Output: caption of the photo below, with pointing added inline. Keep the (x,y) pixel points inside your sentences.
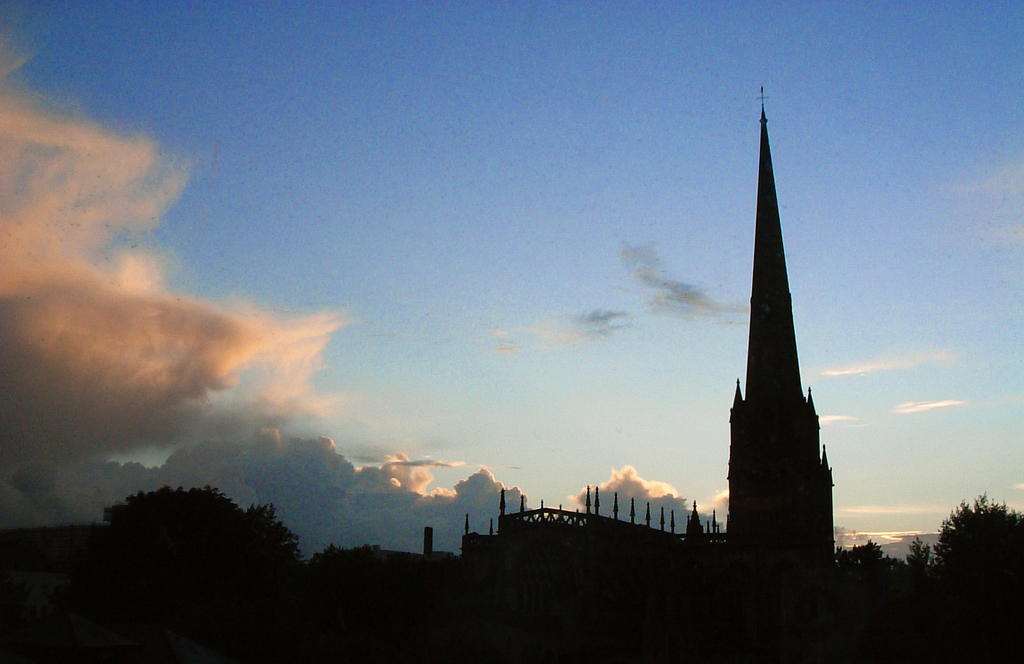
In this image, on the right side (956,523), we can see some trees (874,587), church (825,561), we can also see some poles (633,517) and a building (580,553). On the left side (203,545), we can also see some trees (200,542). At the top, we can see a sky (433,359), at the bottom (491,648), we can see black color.
